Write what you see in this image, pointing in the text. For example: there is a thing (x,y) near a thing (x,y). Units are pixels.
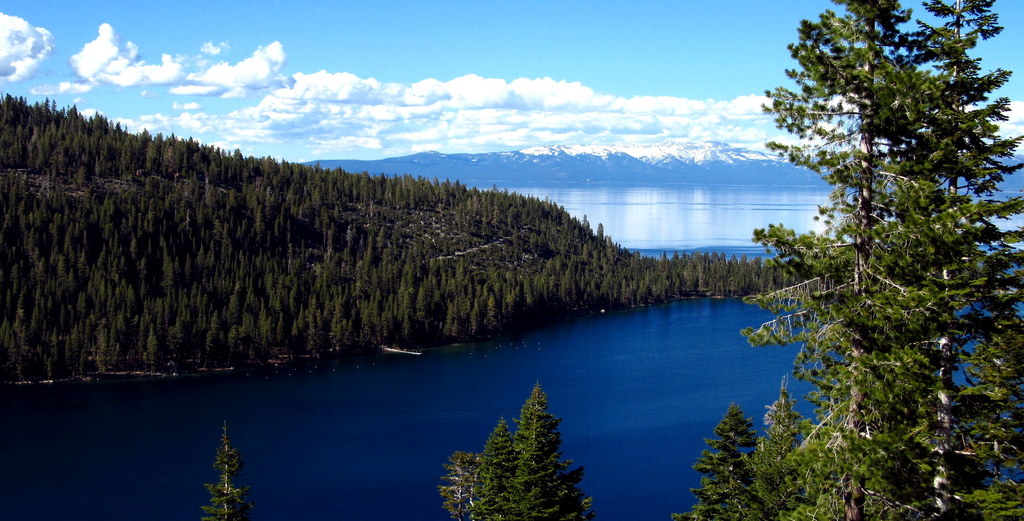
This image consists of many trees (502,299). At the bottom (567,357), there is water (630,400). In the background (703,159), we can see the mountains (680,166) along with snow (578,150). At the top (527,131), there are clouds (402,117) in the sky (488,138).
